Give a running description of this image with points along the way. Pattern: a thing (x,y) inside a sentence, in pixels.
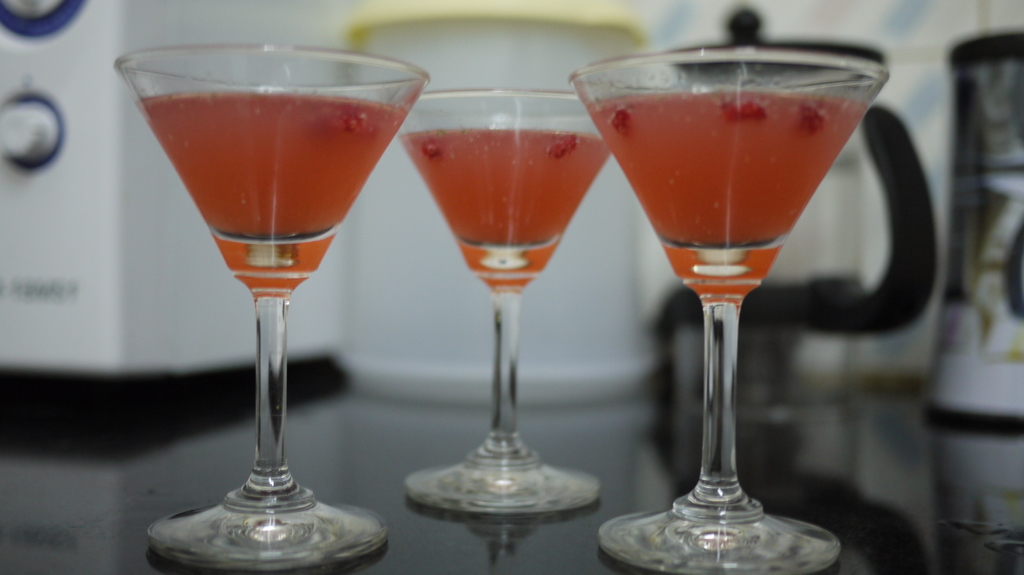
In this image there are three glasses (517,355) kept one beside the other. In the glasses (496,379) there is some drink (441,143). In the background (75,122) there is a machine (63,150). On the right side (895,249) there are jars (927,193) in the background (985,189).
